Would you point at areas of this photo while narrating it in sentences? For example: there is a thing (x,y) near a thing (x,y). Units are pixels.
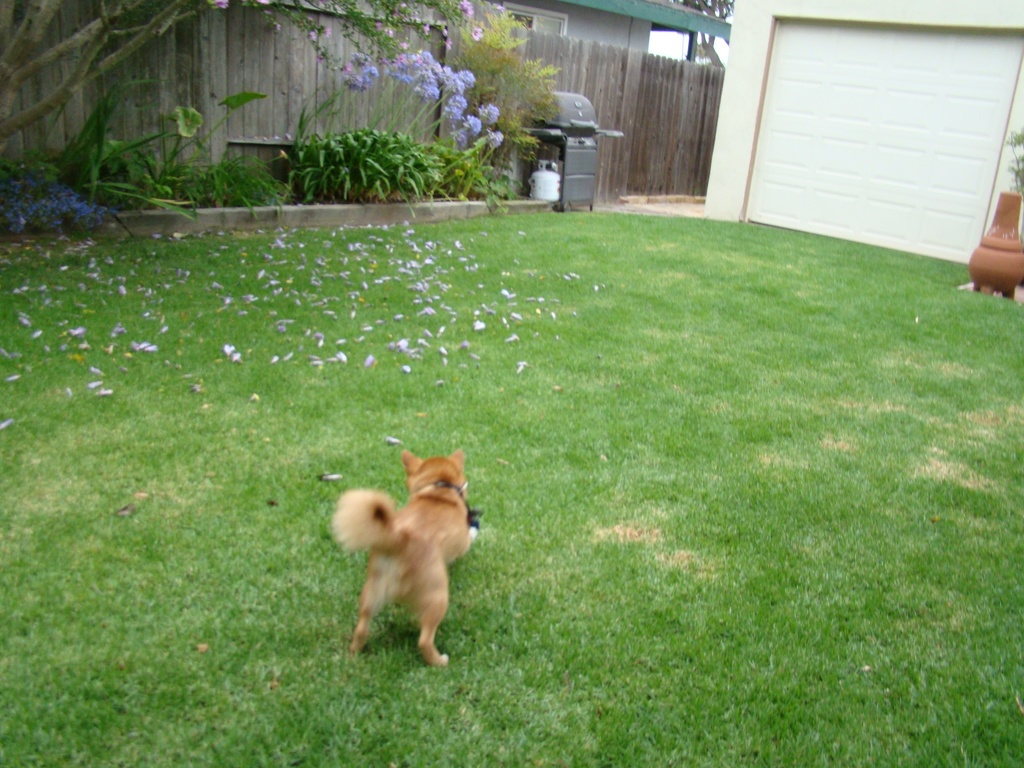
At the bottom of the image (410,533) we can see a dog (395,579). In the background of the image (254,433) we can see the ground (405,363) and petals (195,252). At the top of the image (601,34) we can see the fence (149,65), houses (693,39), roof (621,9), window (543,23), door (797,108), pot (1010,263), grill (577,153), plants (410,140), trees (395,44) and flowers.
